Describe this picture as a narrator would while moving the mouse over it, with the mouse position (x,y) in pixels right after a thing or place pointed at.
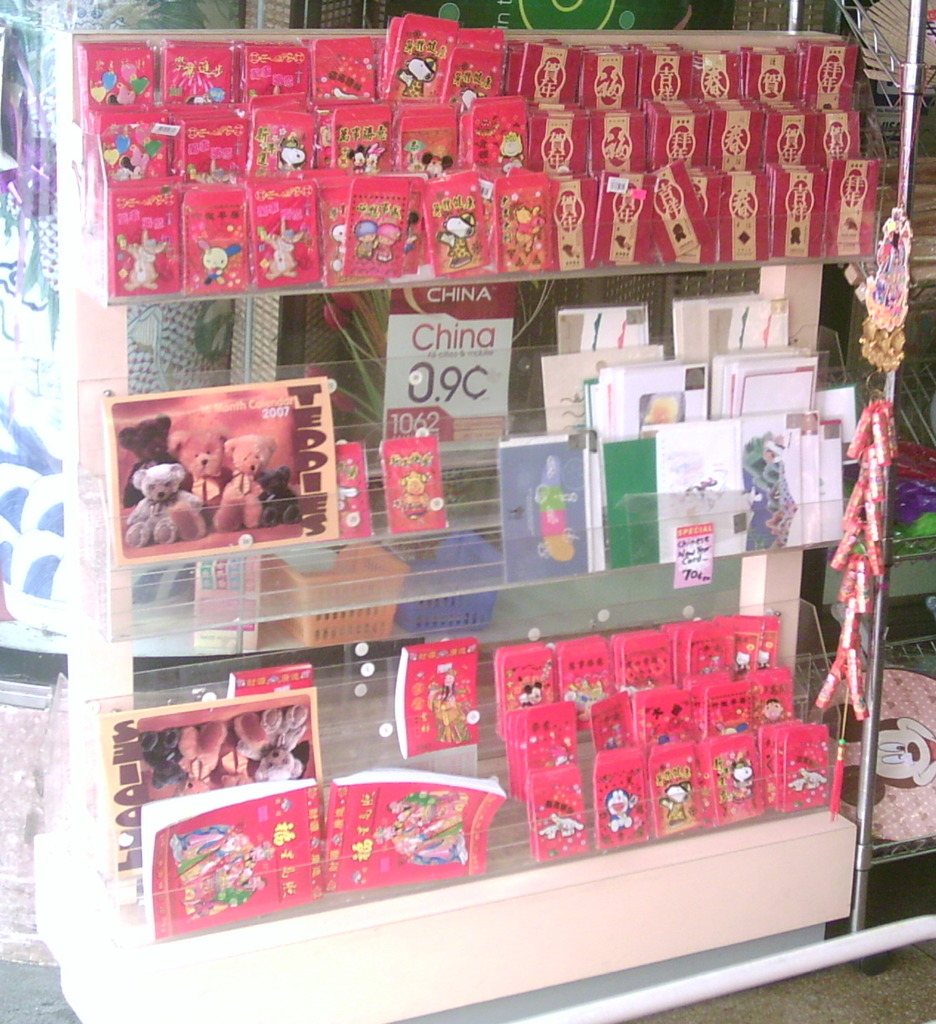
In the picture we can see some cards (649,409) and books (214,818) are placed on the shelf (371,737).
